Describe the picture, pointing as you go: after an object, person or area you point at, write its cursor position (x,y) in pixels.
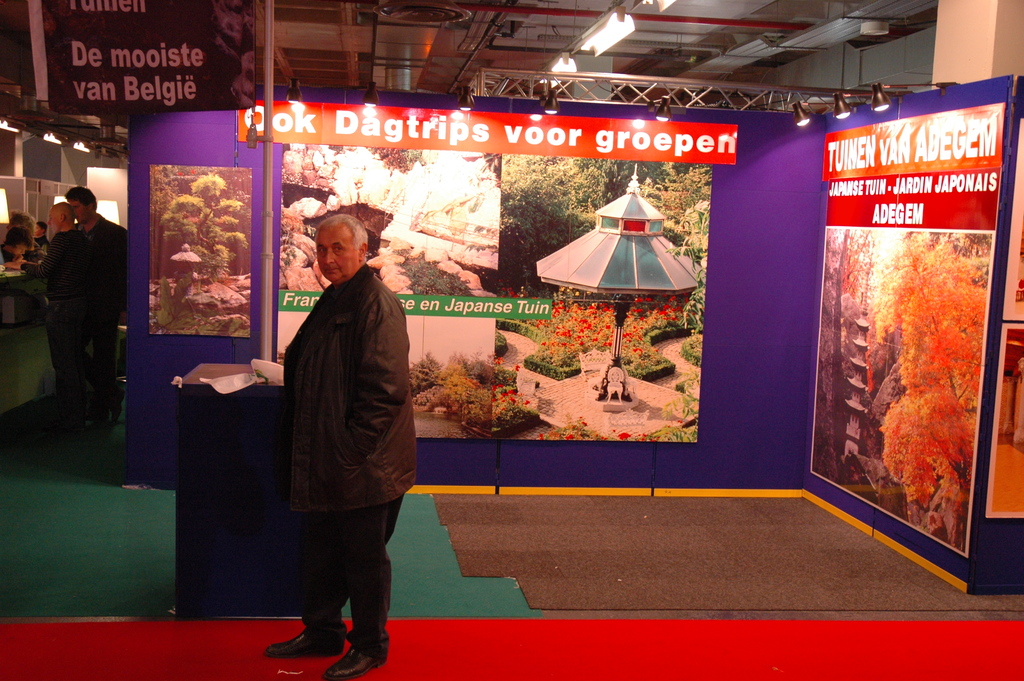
There is one man (359,431) standing and wearing a jacket (370,384) in the middle of this image (369,451). There are some other persons (57,297) standing on the left side of this image (64,277). We can see a wall poster (625,234) in the background (625,234), and there are some lights (614,22) at the top of this image (601,22), and there is a carpet (501,580) on the floor (561,577) at the bottom of this image (535,584).
